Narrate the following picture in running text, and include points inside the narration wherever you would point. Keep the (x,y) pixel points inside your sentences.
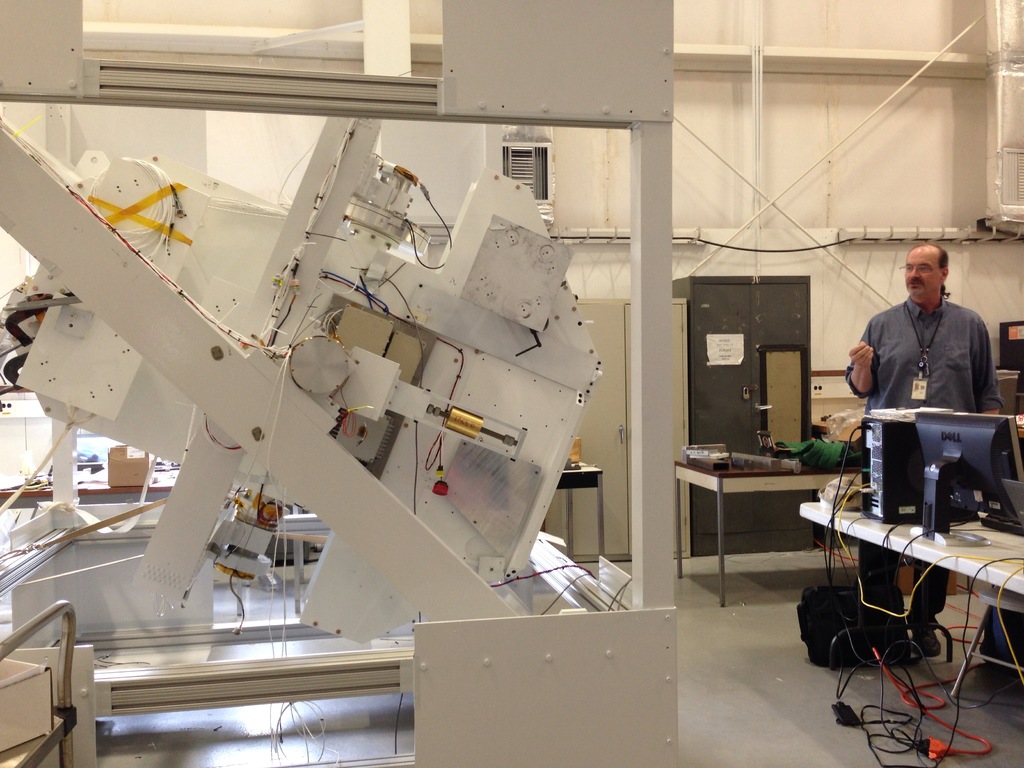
In this picture we can find some stuff of electronic items (287,248) and table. On the table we can find monitor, CPU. In background (705,416) we can find a man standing with the tag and cupboard (708,396).
